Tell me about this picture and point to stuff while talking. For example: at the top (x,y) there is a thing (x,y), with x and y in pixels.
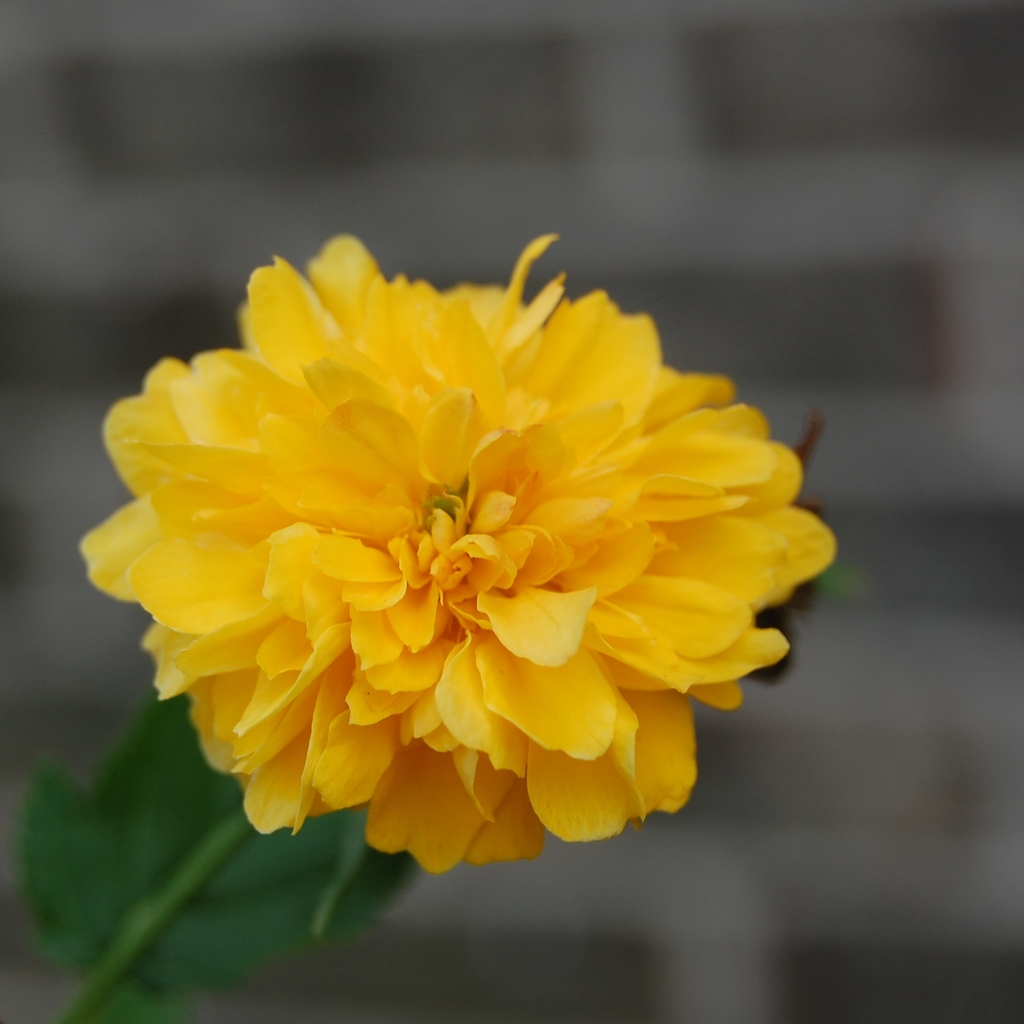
In this image we can see a flower (380,596) which is in yellow color.
